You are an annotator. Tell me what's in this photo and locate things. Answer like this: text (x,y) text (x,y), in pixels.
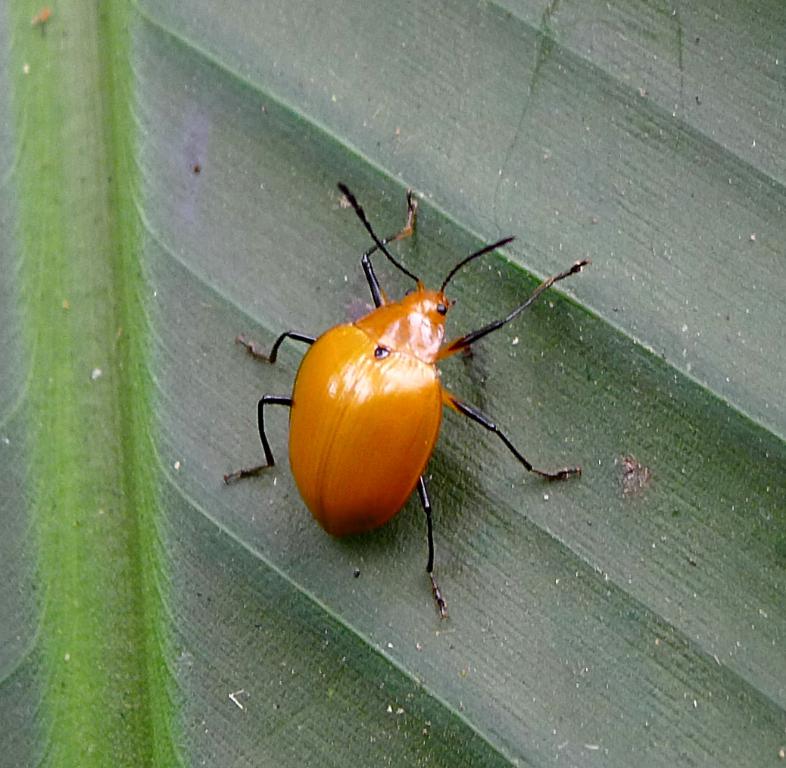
In the image in the center (508,356) we can see one green color leaf (70,338). On leaf (480,391), we can see one insect (400,466), which is yellow and black color.
